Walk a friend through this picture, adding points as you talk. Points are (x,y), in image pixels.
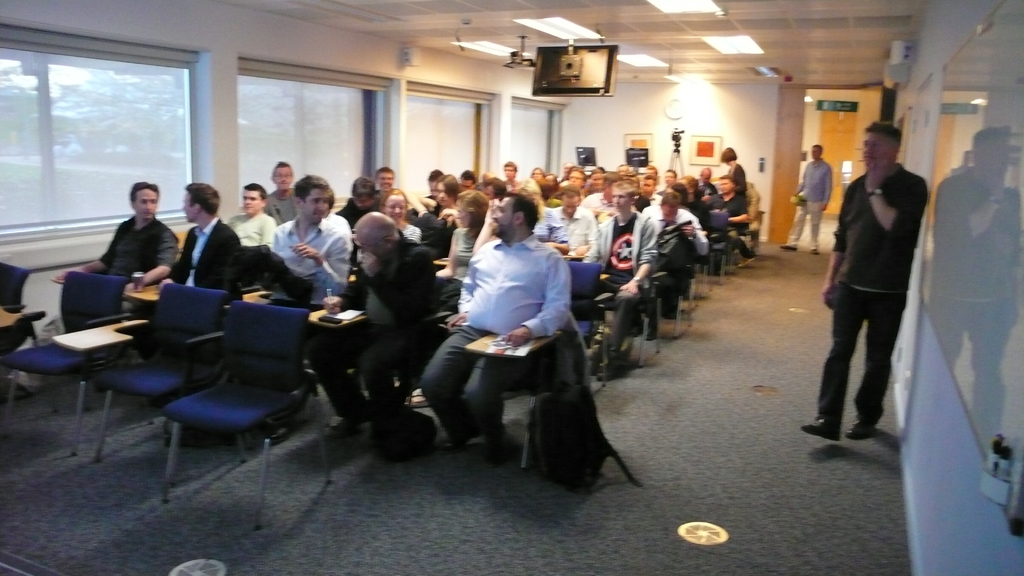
In this room (407,183) we can see people (279,183) are sitting on the chairs (80,379) on the floor (610,391) and two persons (809,171) are walking and a man (877,132) is standing on the right side (838,260). On the right (990,477) there is a board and other objects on the wall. In the background (683,133) there are two monitors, camera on a stand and a frame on the wall (687,149) and there is a door (776,234) and small boards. On the left (328,107) we can see glass windows (36,171) and through it we can see trees (168,121) and sky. On the ceiling (885,68) we can see lights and a screen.
